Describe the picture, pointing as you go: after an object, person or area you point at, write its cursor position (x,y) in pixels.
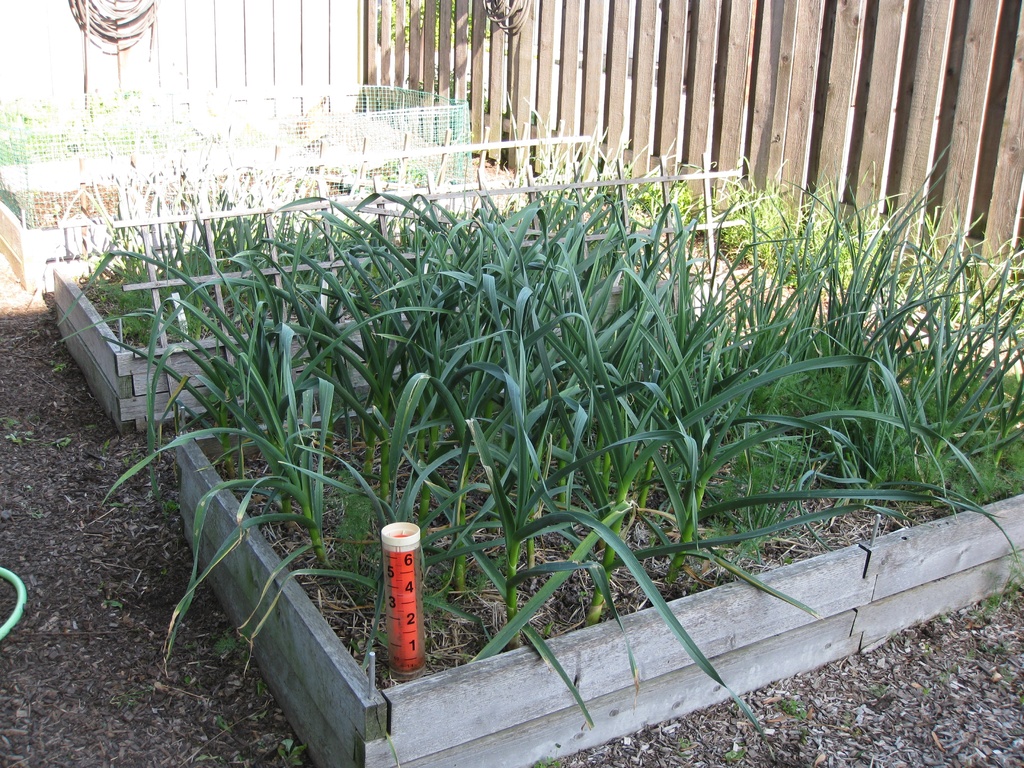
In this image I see the plants (428,238) which are surrounded with wooden boards (370,755) and I see the net (187,141) over here and I see a red color thing (417,596) on which there are numbers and I see the ground (66,389). In the background (464,15) I see the wooden fencing (832,15) and I see the grass (773,202) over here.
